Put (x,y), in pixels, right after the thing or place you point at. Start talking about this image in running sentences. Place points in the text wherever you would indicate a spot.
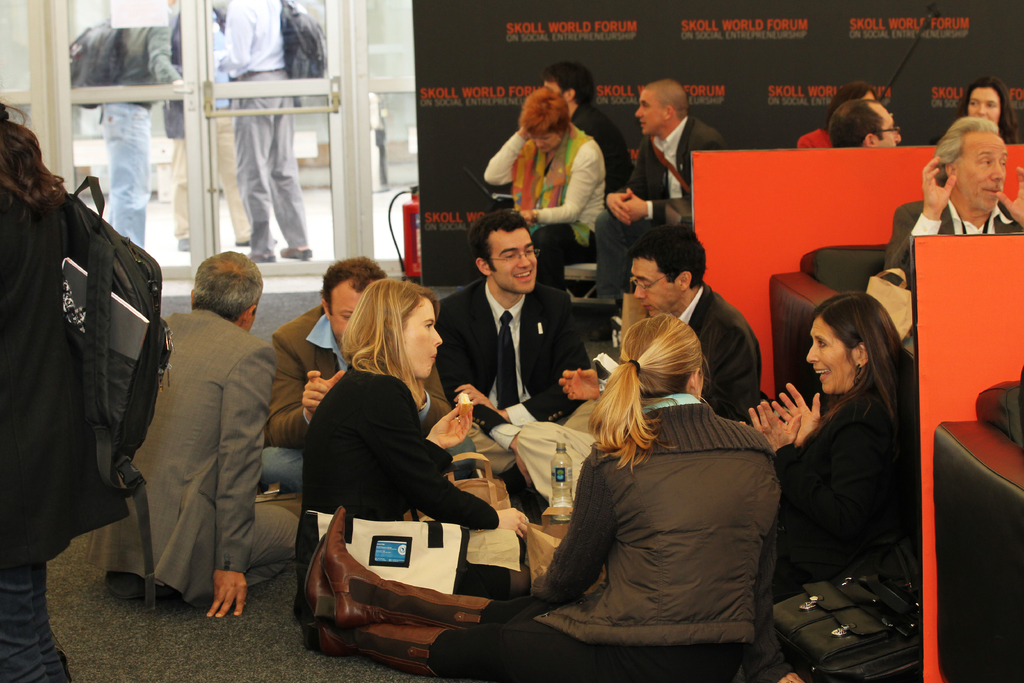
In this image I can see people (837,460) sitting. There are bags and water bottles (567,491). There is a glass door (269,177) at the back (351,209) through which I can see people (144,227) standing. People (821,460) are wearing suit (857,463).
